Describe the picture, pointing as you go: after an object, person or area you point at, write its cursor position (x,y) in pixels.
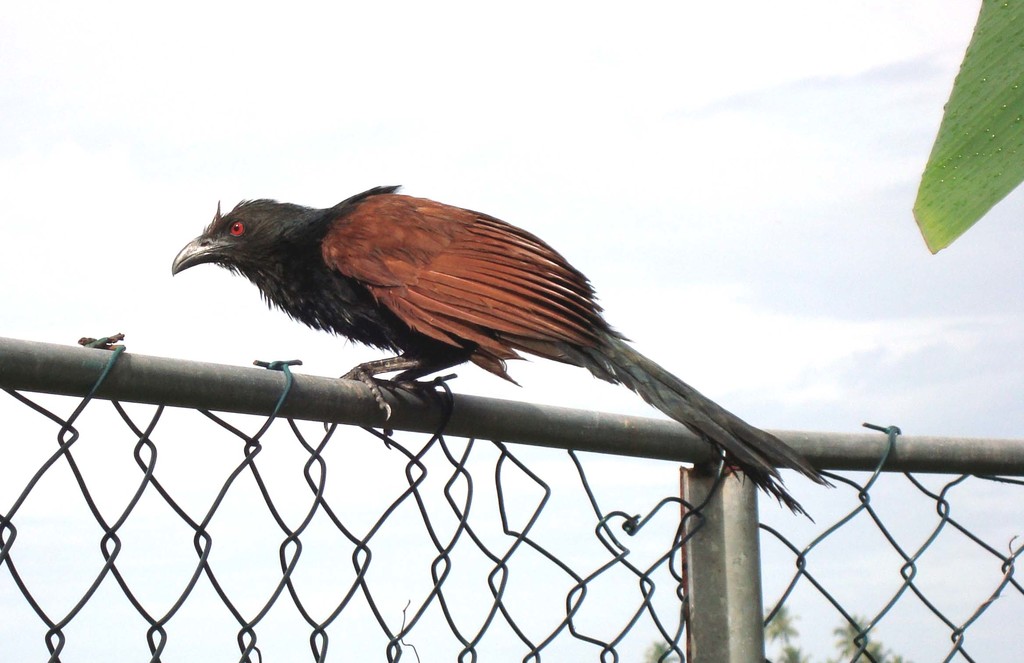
At the bottom of the image (956,449) we can see a fencing (283,386), on the fencing (376,432) we can see a bird (497,243). At the top of the image (21,41) we can see some clouds (315,25) in the sky (286,25). Behind the fencing (725,591) we can see a tree (786,662).
